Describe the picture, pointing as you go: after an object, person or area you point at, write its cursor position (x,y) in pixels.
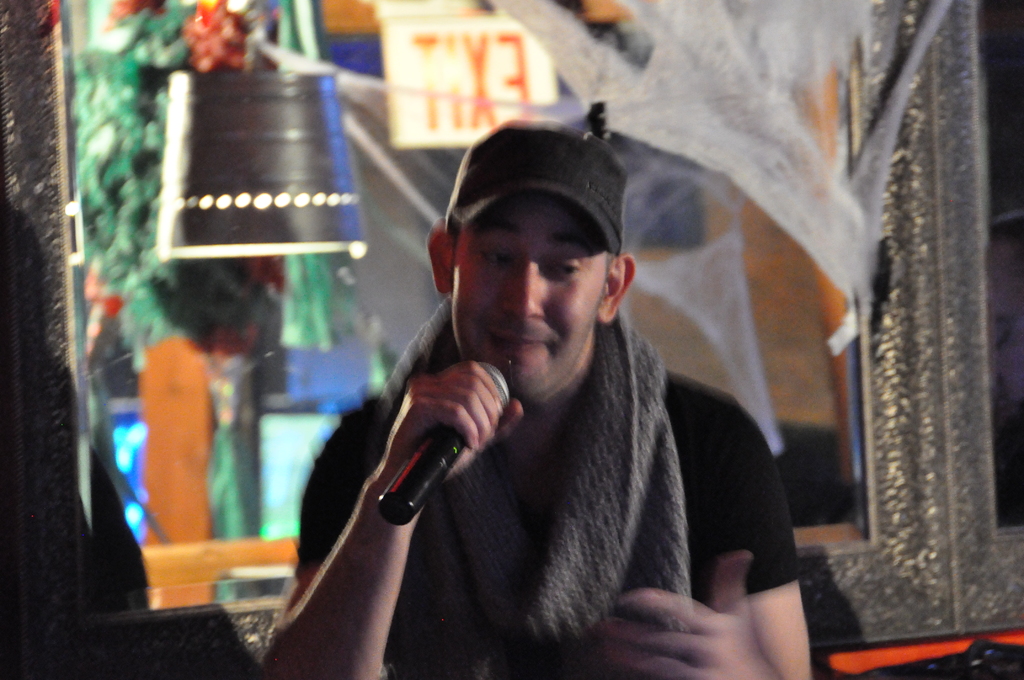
In the photo there is a man (587,397) who is wearing stole (617,420) around his neck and sitting he is holding mike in his right hand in the background (398,101) there is a light (244,95), exit door (390,106) and a glass (819,370) and also trees (168,329).
